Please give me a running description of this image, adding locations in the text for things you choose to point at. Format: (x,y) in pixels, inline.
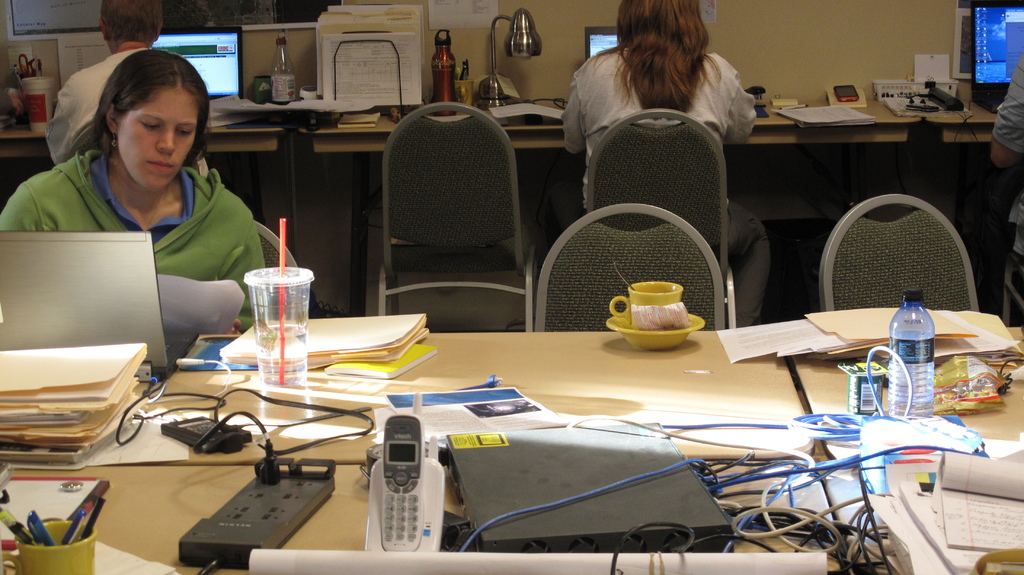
As we can see in the image there is a wall (861,26), four people (686,24) sitting on chairs (657,135) and there are tables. On table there is a switch board (262,498), papers (32,419), glass (298,316), cup (648,315), bottles (902,333), wires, telephone (414,476), pens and there is a lamp (499,89). On table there are few laptops (222,54).
